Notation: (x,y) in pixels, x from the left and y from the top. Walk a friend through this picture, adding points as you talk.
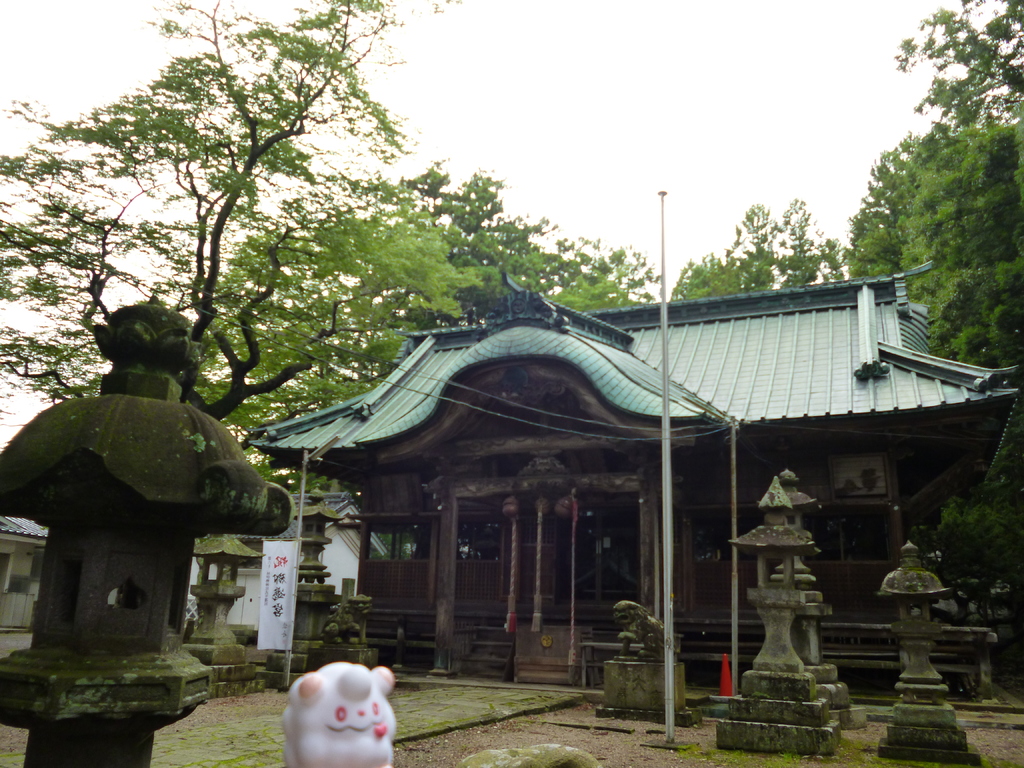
In the picture I can see a pole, a white color object (340,686), boards (283,634), a few more pillars (922,624), house (674,511), trees (947,127) and the sky (583,212) in the background (425,158).
